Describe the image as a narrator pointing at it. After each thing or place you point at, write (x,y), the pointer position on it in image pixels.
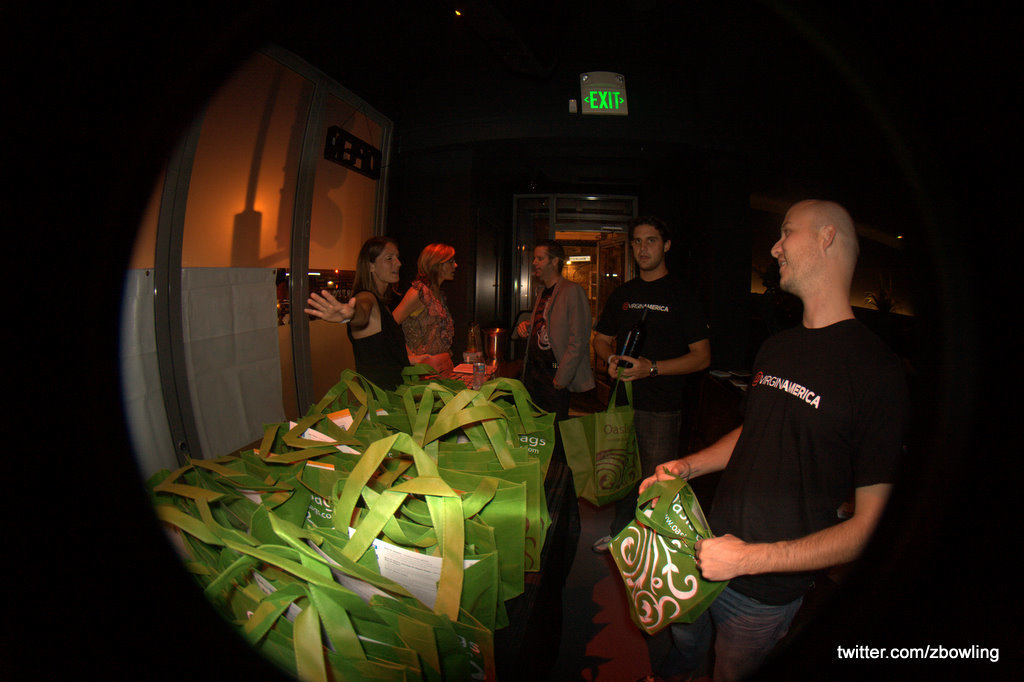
In this image on the right (781,395) there is a man (780,411), he wears a t shirt (798,451), trouser (738,616), he is holding a bag (666,535). In the middle (675,352) there is a man (654,326), he wears a t shirt (650,340), trouser (652,458), he is holding a bag (630,468) and there is a man (567,334), he wears a jacket (563,343), t shirt (538,367). On the left (330,321) there are two women (434,298). In the middle (455,447) there are many bags (431,542). In the background (707,257) there are lights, exit board (619,99), wall (610,141). At the bottom (905,658) there is text (928,653).
